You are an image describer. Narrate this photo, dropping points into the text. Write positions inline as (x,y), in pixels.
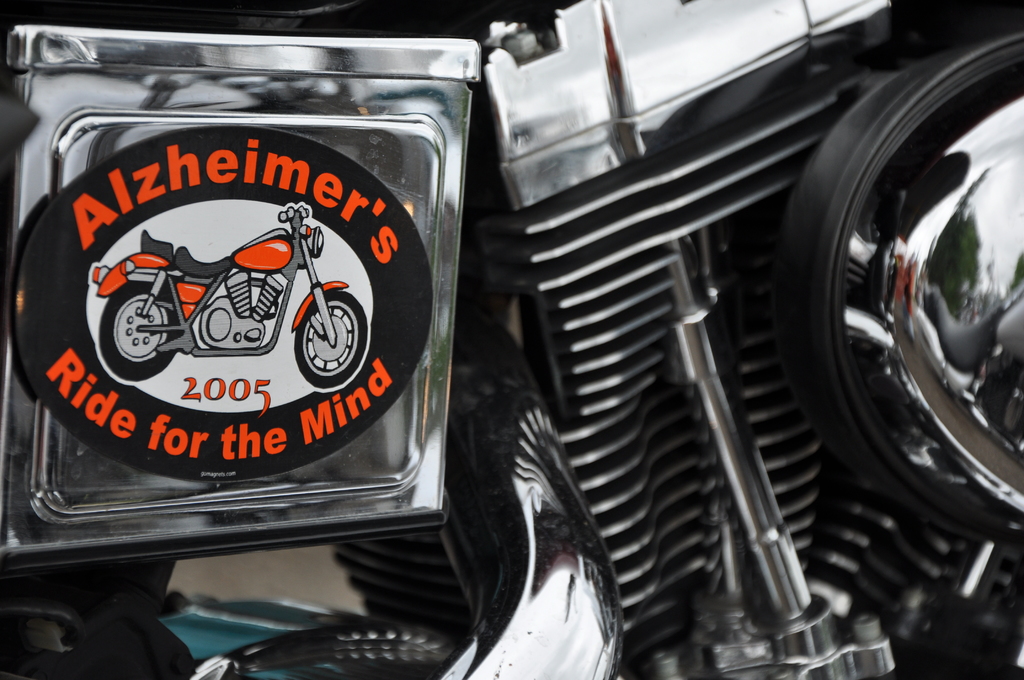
In this image we can see a bike (617,473).
